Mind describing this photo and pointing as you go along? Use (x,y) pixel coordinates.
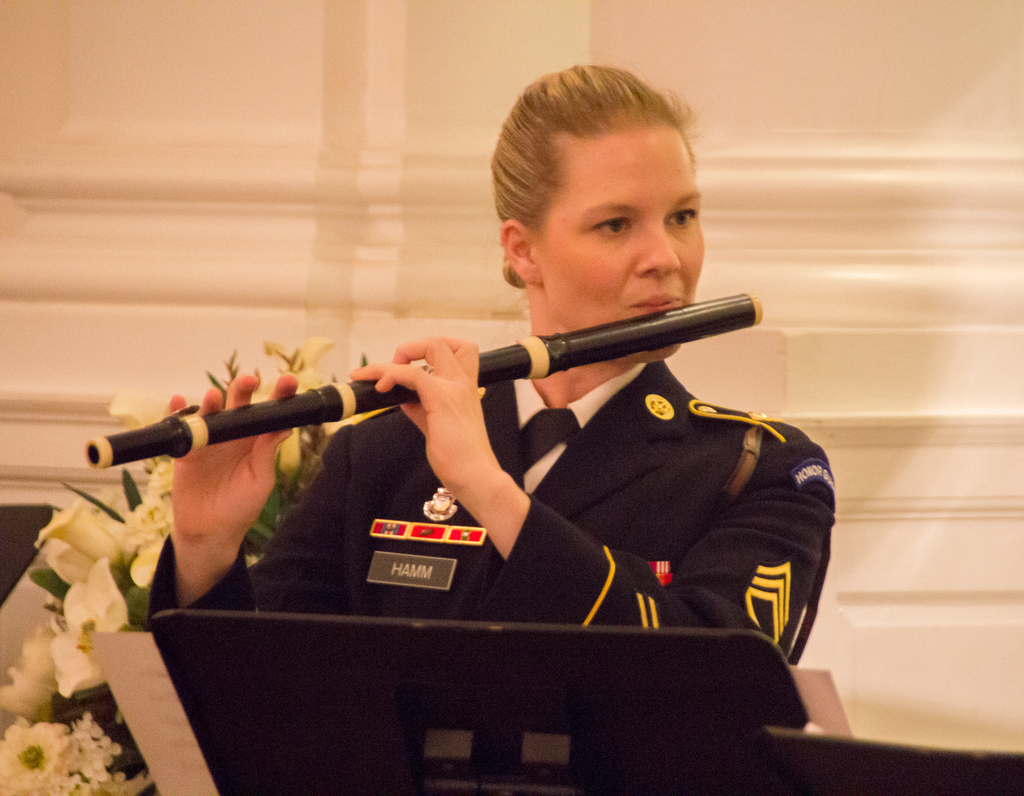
In the image in the center (512,502) we can see one woman (695,530) standing and holding flute (596,330). And we can see one bouquet (95,600) and black color object (491,663). In the background (150,203) there is a wall (105,323).
